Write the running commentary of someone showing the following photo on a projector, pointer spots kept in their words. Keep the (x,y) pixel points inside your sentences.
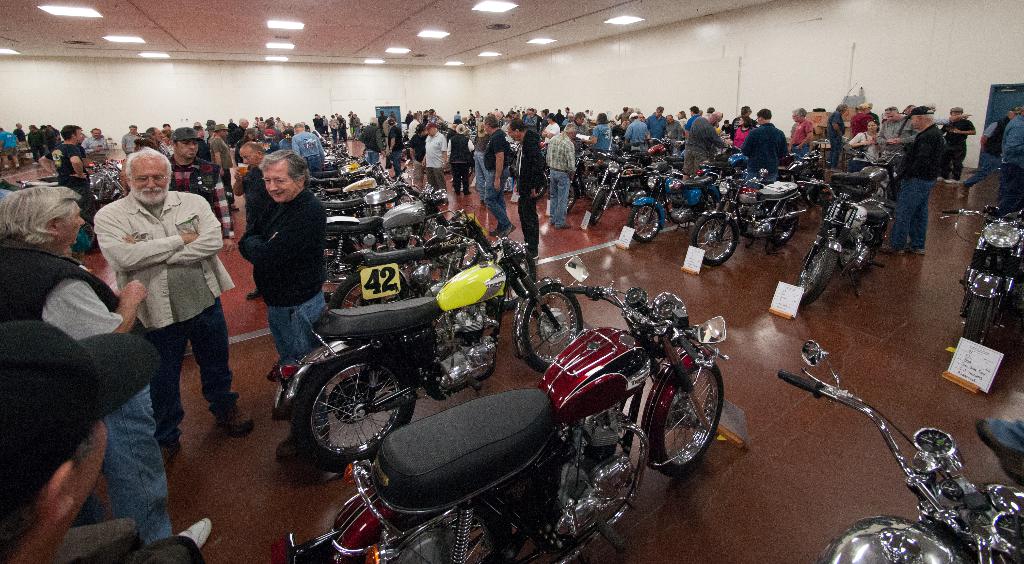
This is an image clicked inside the room (466,185). Here I can see number of people (308,206) are standing and bikes (419,245) are arranged in an order. On the top of the image (128,37) there are some lights (115,37).
